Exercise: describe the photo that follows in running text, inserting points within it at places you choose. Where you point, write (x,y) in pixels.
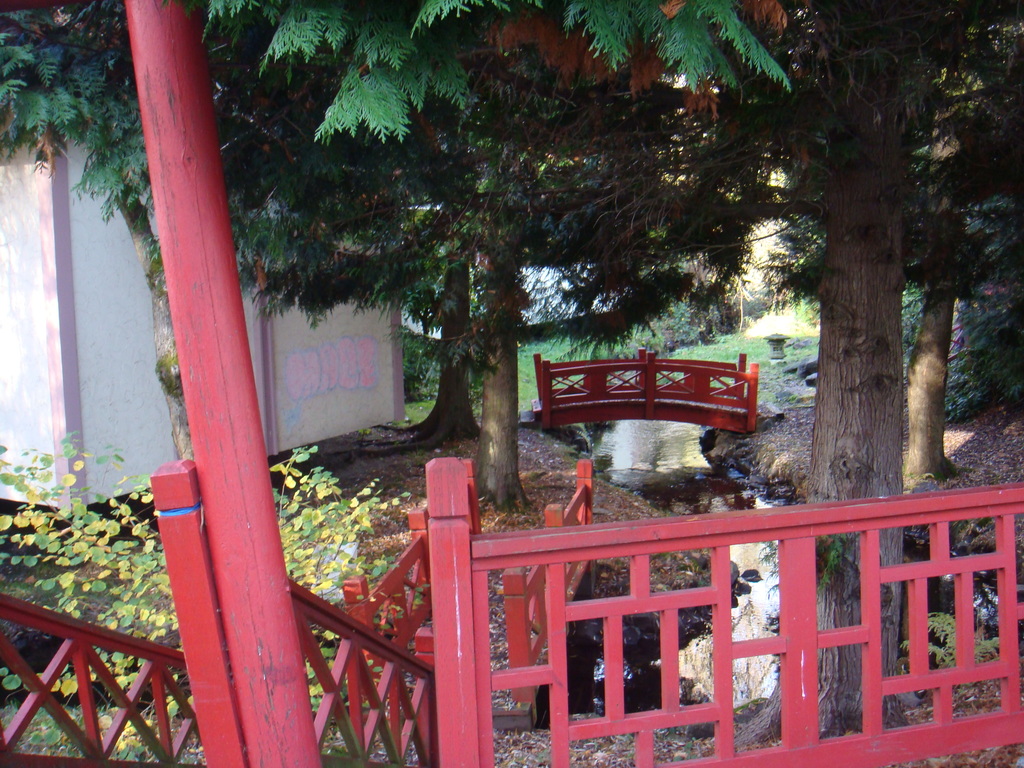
In this image, I can see two small wooden bridges (562,506), fence (855,628), water (678,499) and trees (412,149). On the left side of the image (128,412), It looks like a house (147,362).
